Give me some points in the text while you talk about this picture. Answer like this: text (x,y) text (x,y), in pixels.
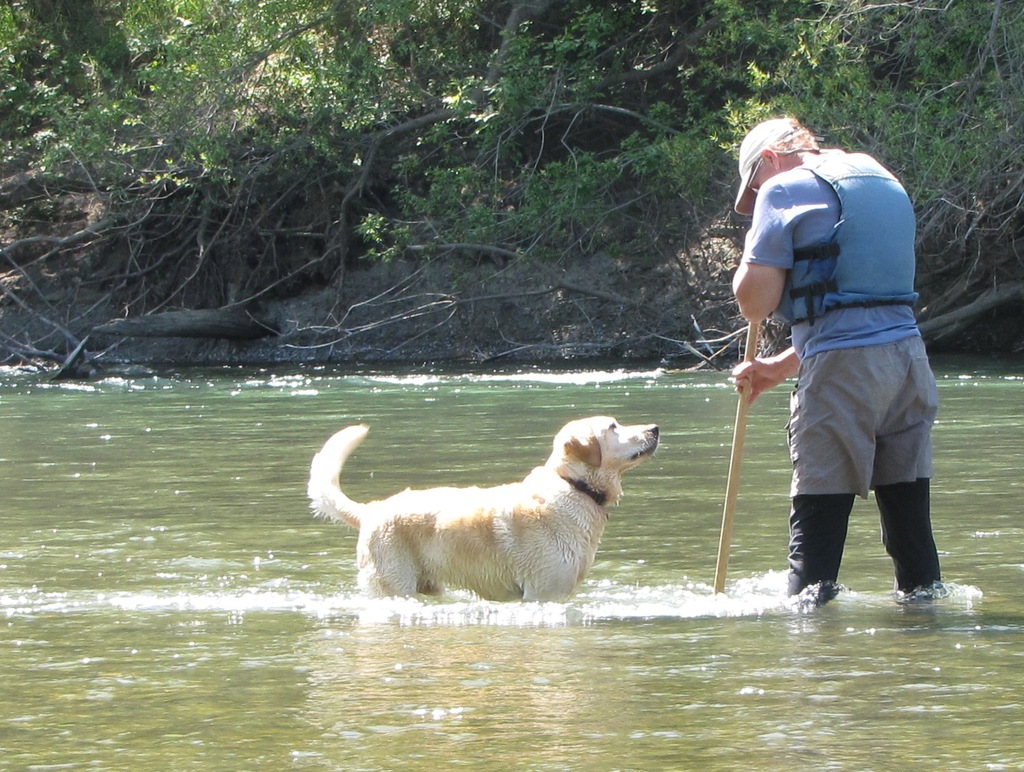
In this image I can see a dog (463,547) which is cream and white in color is standing in the water (472,609) and a person (853,256) wearing blue jacket (835,231), grey pant (847,372) is standing in the water (487,612) and holding a stick (756,330). In the background (707,466) I can see few trees (581,120) and the water (148,388).
